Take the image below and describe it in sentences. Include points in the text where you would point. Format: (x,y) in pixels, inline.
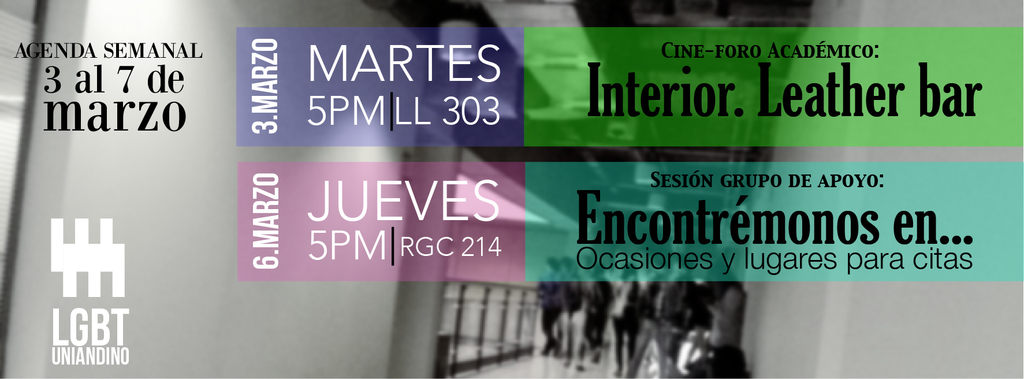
This is an article and here we can see some text (584,232) and there are some people (542,305), railings (482,317) and there is a wall (755,320).
